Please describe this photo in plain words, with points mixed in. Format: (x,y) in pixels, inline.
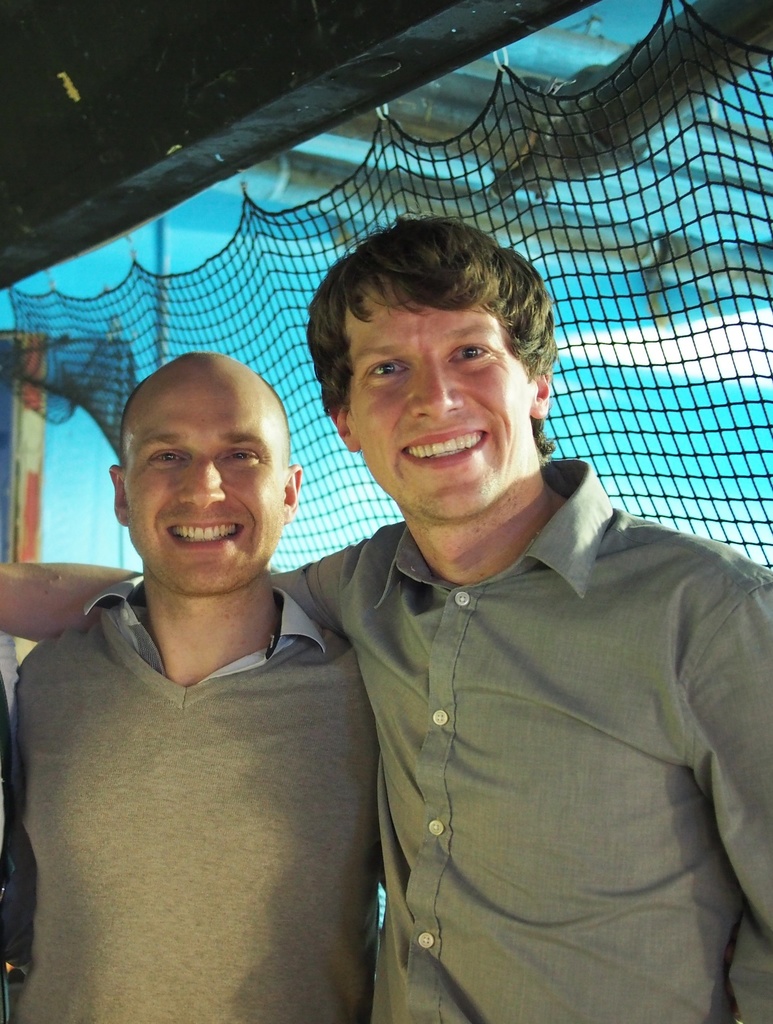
In this picture I can see couple of men (472,533) standing with a smile (442,440) on their faces (500,494). I can see net (663,292) and a wall (149,368) in the background (568,282). It looks like inner view of a room (139,253).
